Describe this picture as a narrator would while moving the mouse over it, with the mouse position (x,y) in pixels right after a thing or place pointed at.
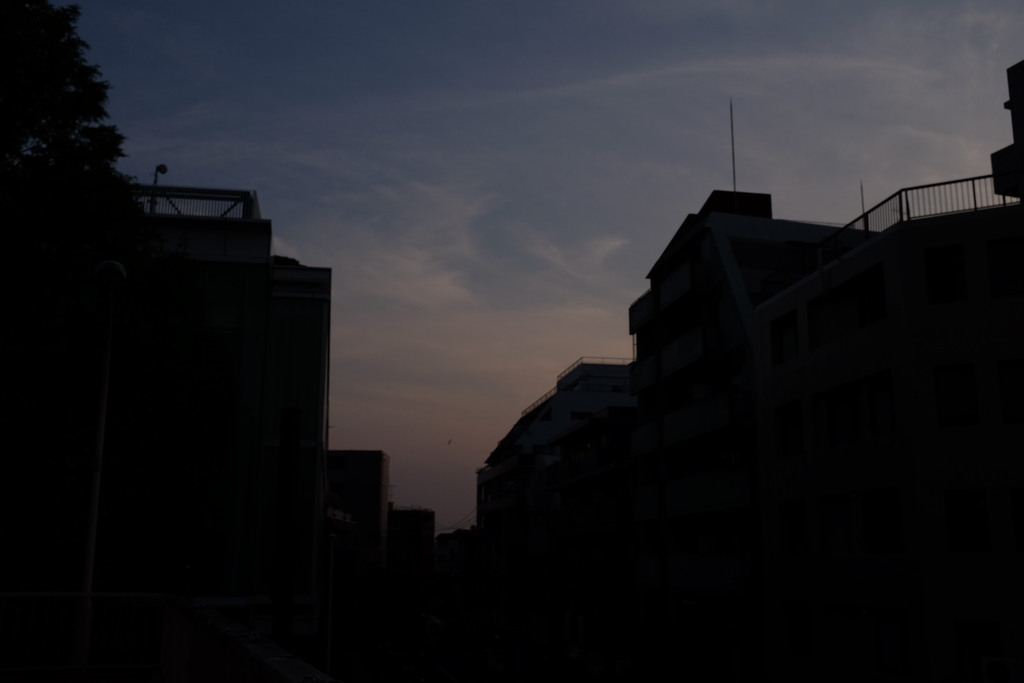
In the picture I can see buildings (821,255), a tree (57,113) and fence (912,207). In the background (493,219) I can see the sky (500,210). The image is little bit dark.
